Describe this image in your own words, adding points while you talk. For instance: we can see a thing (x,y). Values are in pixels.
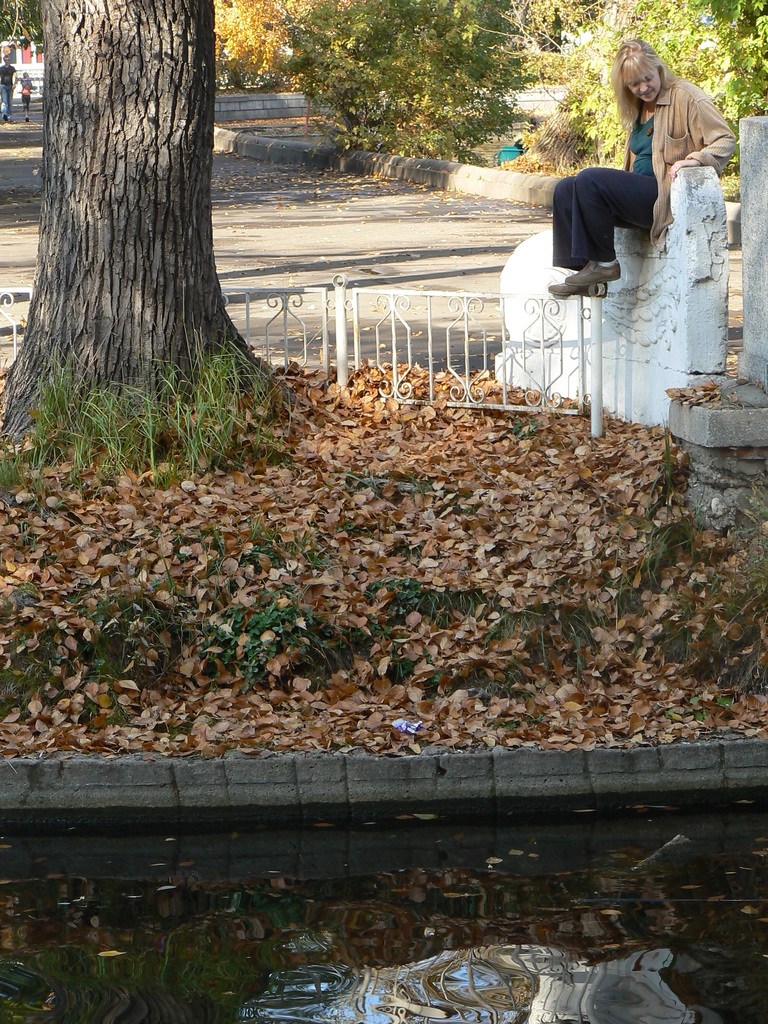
In this image, there is water (181,903), there are some leaves (281,502) and there is a tree trunk (111,228), at the right side (690,323) there is a woman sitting on a white color wall (704,303), at the background (296,254) there is a road (367,205) and there are some green color plants (403,82) and trees (334,65).
